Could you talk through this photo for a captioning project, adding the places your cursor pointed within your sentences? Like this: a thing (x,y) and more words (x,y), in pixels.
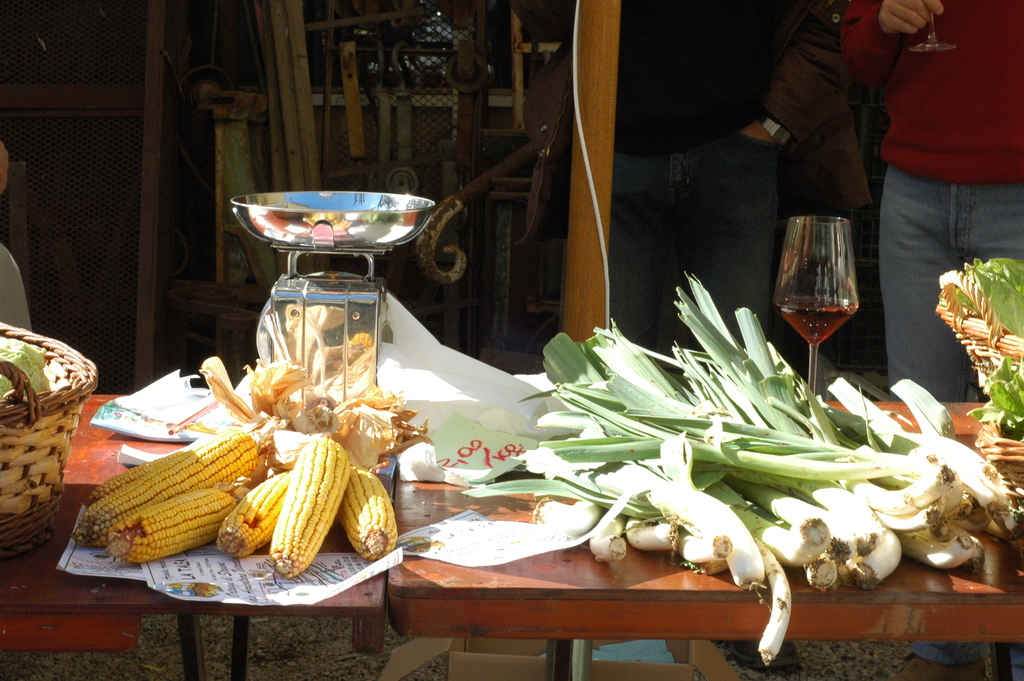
In this image we can see the persons (723,251) standing near the table (534,476) and holding an object (922,49). On the table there are baskets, vegetables (304,417), glass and few objects (302,359). In the background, we can see there are rods (276,80), fence (133,106) and a few other objects (526,171).
